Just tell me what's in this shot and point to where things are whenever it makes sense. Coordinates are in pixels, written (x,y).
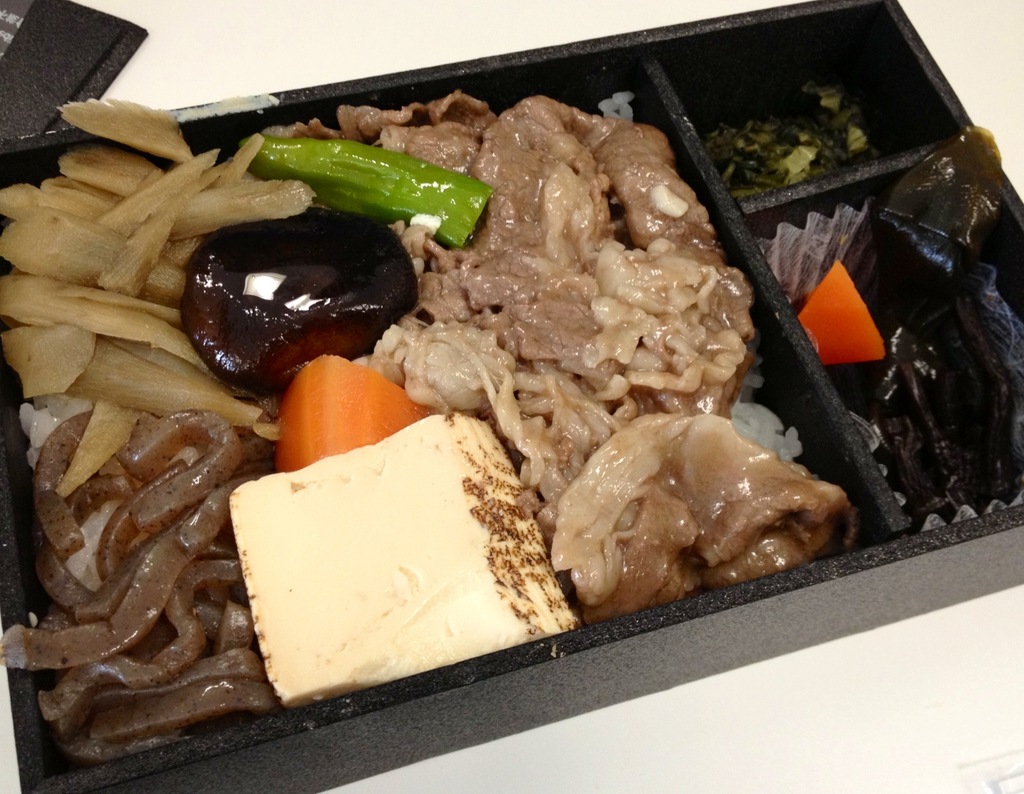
In the foreground of this image (436,316), there are food items (462,238) in a black tray (608,656) on a white surface (802,712). At the top (57,38), there is an object (67,25).
